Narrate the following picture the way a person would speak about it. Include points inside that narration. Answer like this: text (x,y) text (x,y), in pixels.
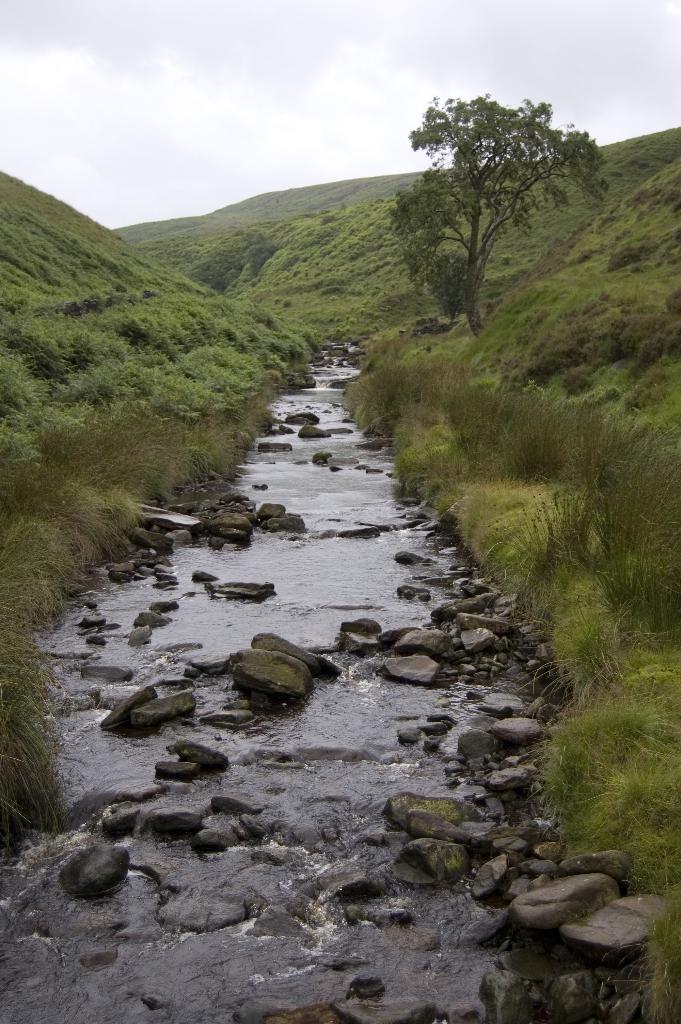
In this picture we can see water (345,758), few rocks (502,824), plants (468,545) and a tree (446,307), in the background (140,106) we can see clouds (189,91).
